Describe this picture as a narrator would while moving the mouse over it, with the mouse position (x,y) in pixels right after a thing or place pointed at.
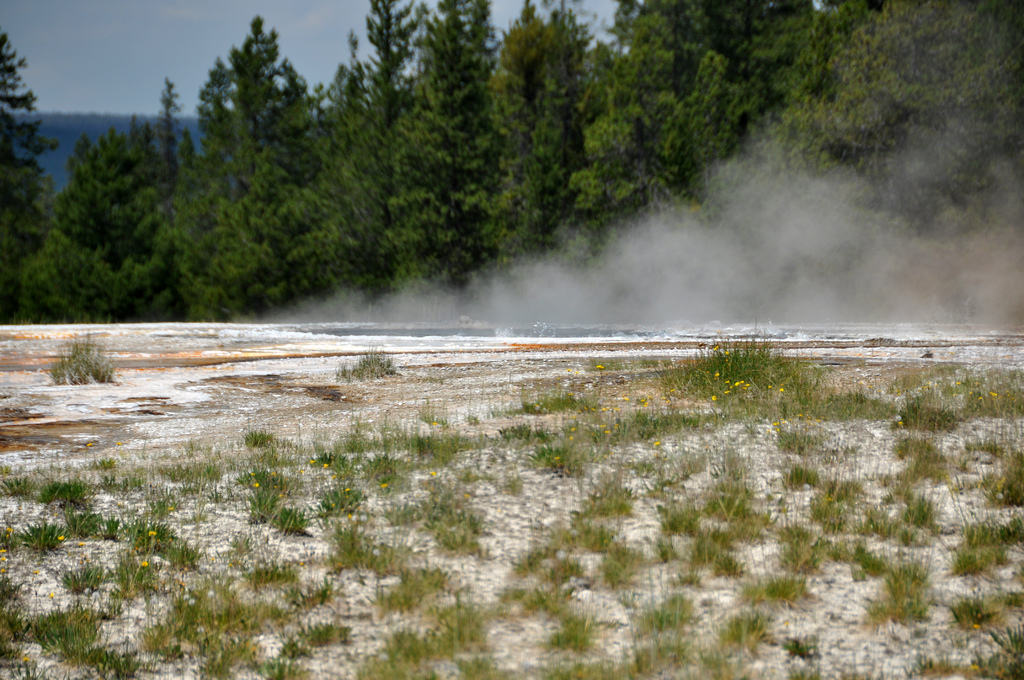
In the picture we can see the surface (600,591) with grass (565,561) and behind it, we can see the smoke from the surface (499,552) and in the background (70,270), we can see the trees (111,253) and the part of the sky (214,5).
